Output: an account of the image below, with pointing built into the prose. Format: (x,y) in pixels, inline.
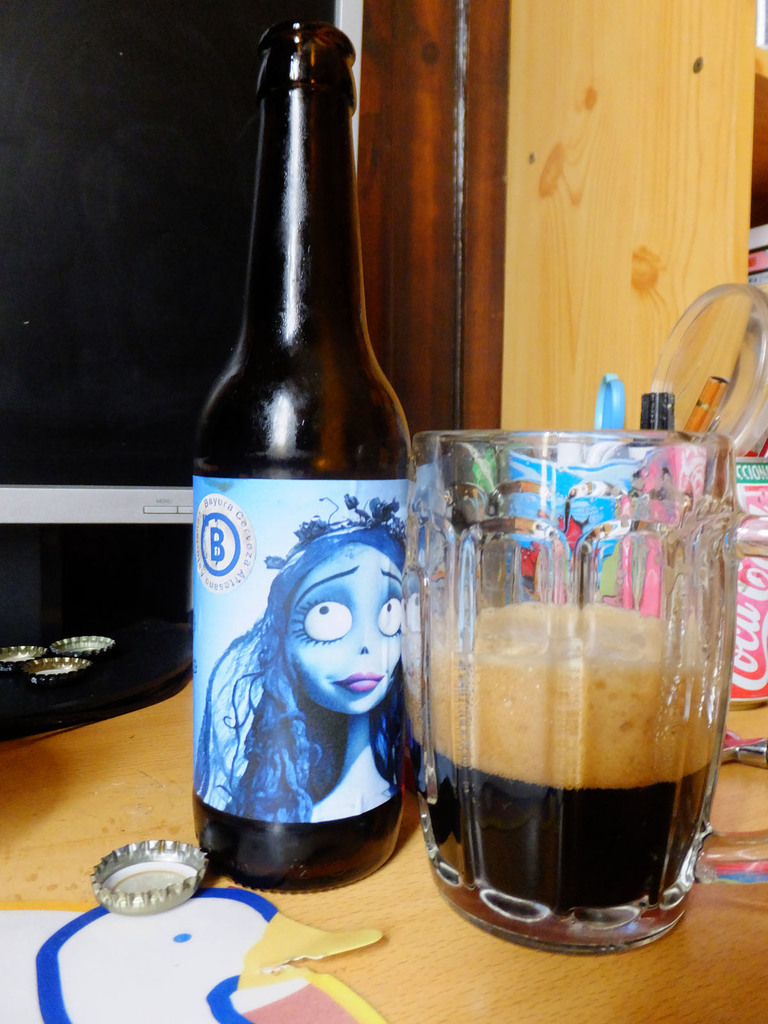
This is a wooden table (480,983) where a beer bottle (347,591) and a glass (492,475) are kept on it.
